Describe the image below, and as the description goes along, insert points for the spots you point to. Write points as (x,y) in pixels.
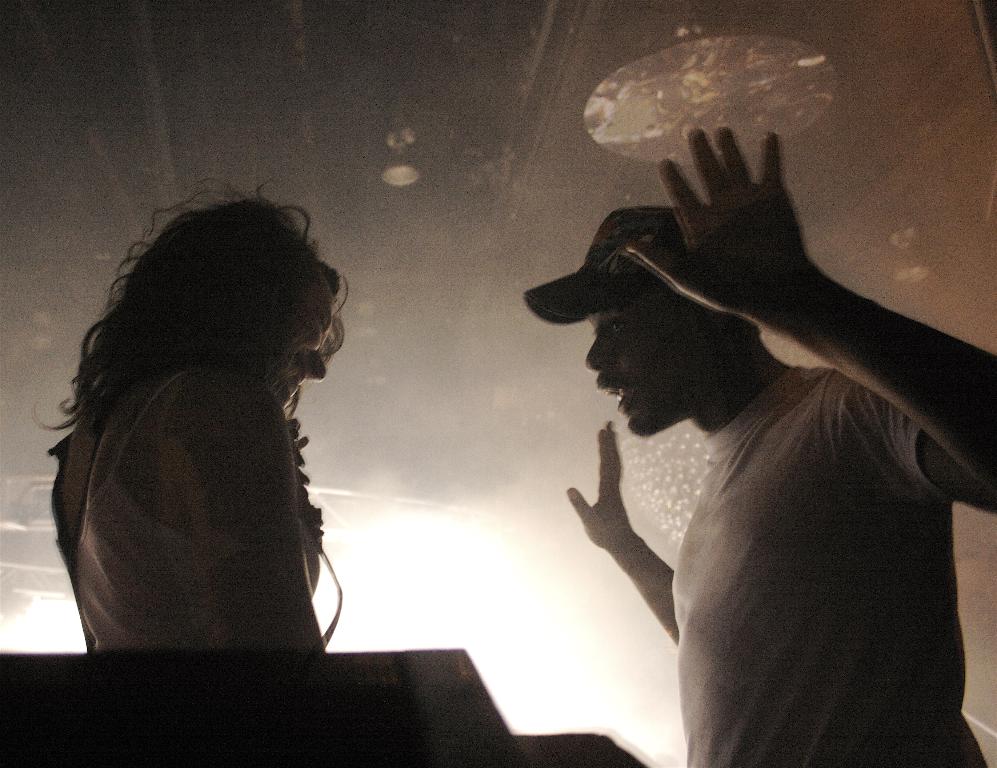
In this picture we can observe a couple (735,531). There is a woman (255,444) and a man (676,388). We can observe a cap (601,265) on his head (637,333). The woman (283,496) is smiling. In the background (352,647) we can observe light (398,587). This is a colour image.
